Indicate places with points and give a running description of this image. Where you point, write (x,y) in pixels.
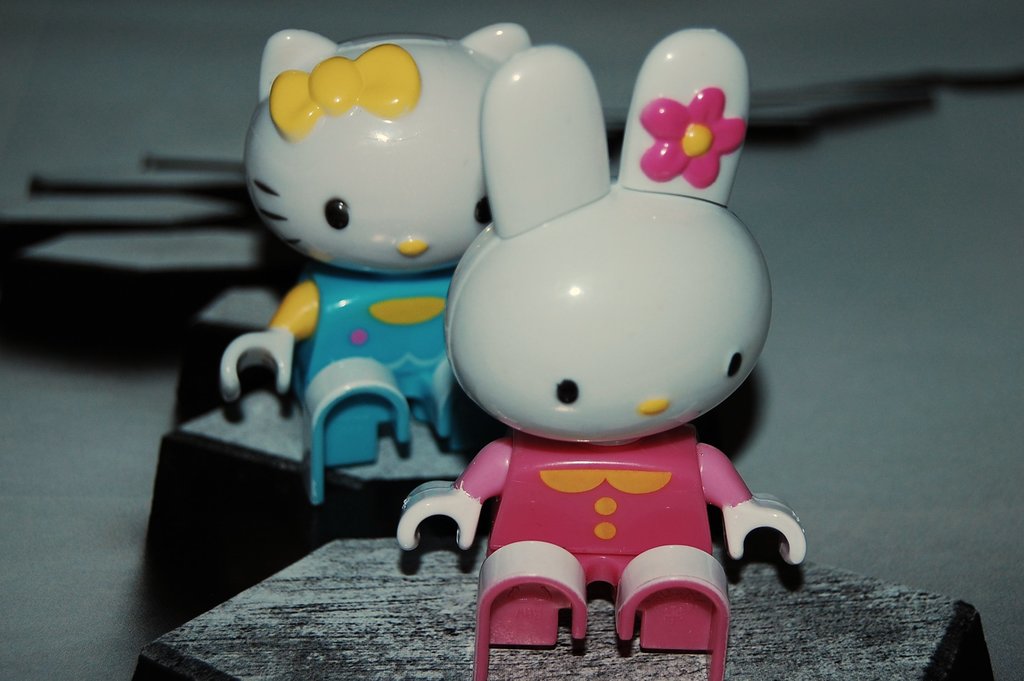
There are two toys (465,478) sitting on the objects (606,662). In the background (67,286) there are few objects (53,256).
